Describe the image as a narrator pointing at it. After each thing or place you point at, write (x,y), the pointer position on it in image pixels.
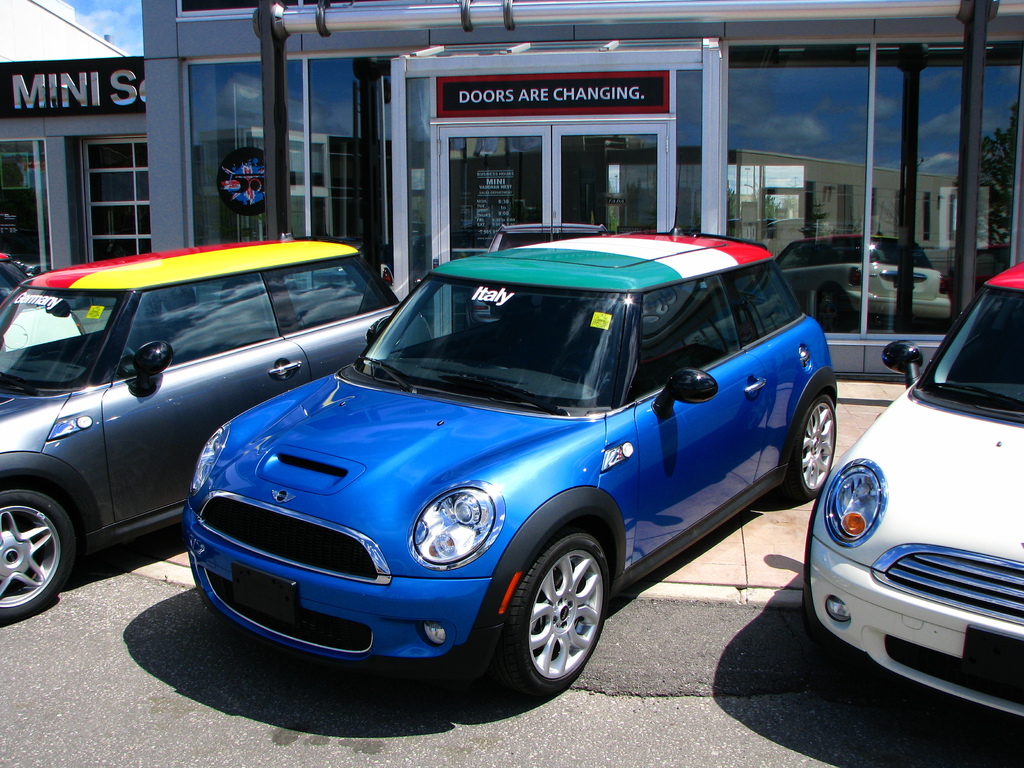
In this picture, we see three cars (615,419) which are in grey, blue and white color are parked on the road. Behind that, we see buildings (355,207) and a red board (476,103) with some text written on it. This picture might be clicked outside the city and it is a sunny day.
